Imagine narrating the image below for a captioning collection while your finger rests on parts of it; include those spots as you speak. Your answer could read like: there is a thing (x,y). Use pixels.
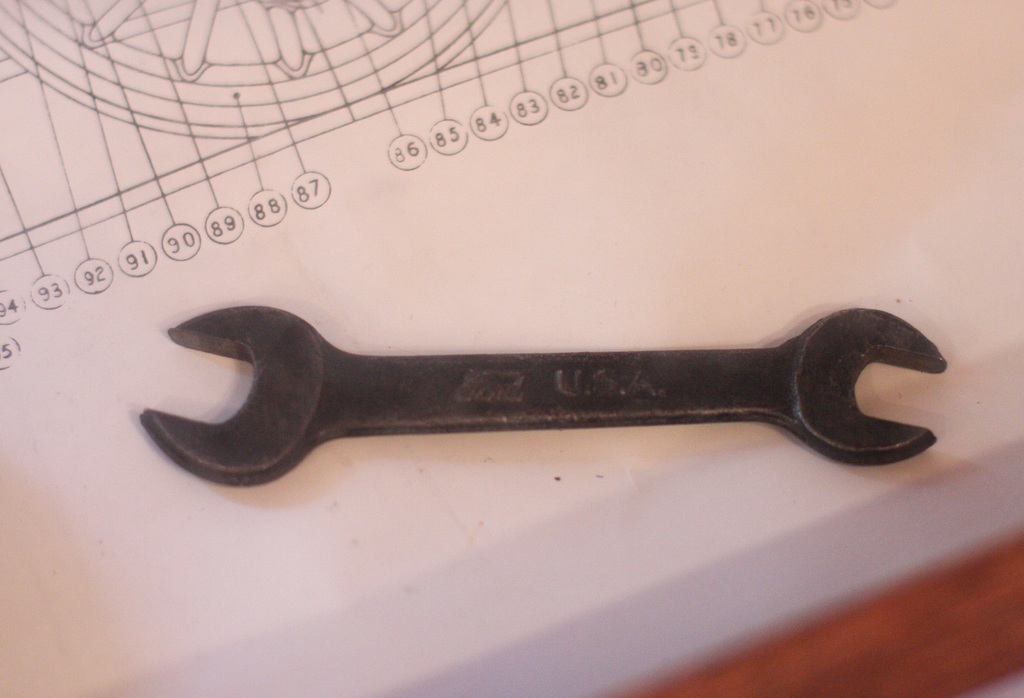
In this picture I can see the wrench (944,365) which is kept on the paper (771,432). At the top (444,1) I can see the design of a wheel (283,40) and numbers (266,204). In the bottom right (986,608) there is a table (710,686).
